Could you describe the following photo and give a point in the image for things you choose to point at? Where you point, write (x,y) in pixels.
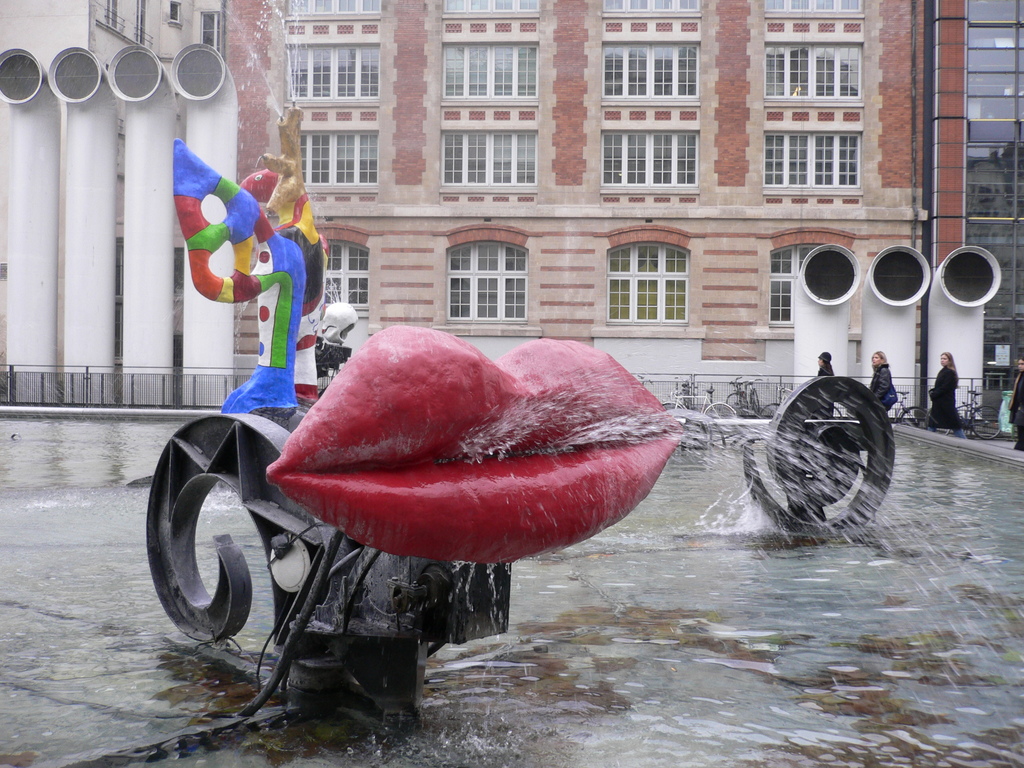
In this image we can see Stravinsky fountain (321,343), sculptures (362,357) and spraying water sculptures (365,367) and at the bottom (907,621) we can see water (452,766). In the background (25,30) there are buildings (353,149), windows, glass doors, fences (773,398), bicycles (735,407), pipes (818,297), few persons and windows (972,40).
